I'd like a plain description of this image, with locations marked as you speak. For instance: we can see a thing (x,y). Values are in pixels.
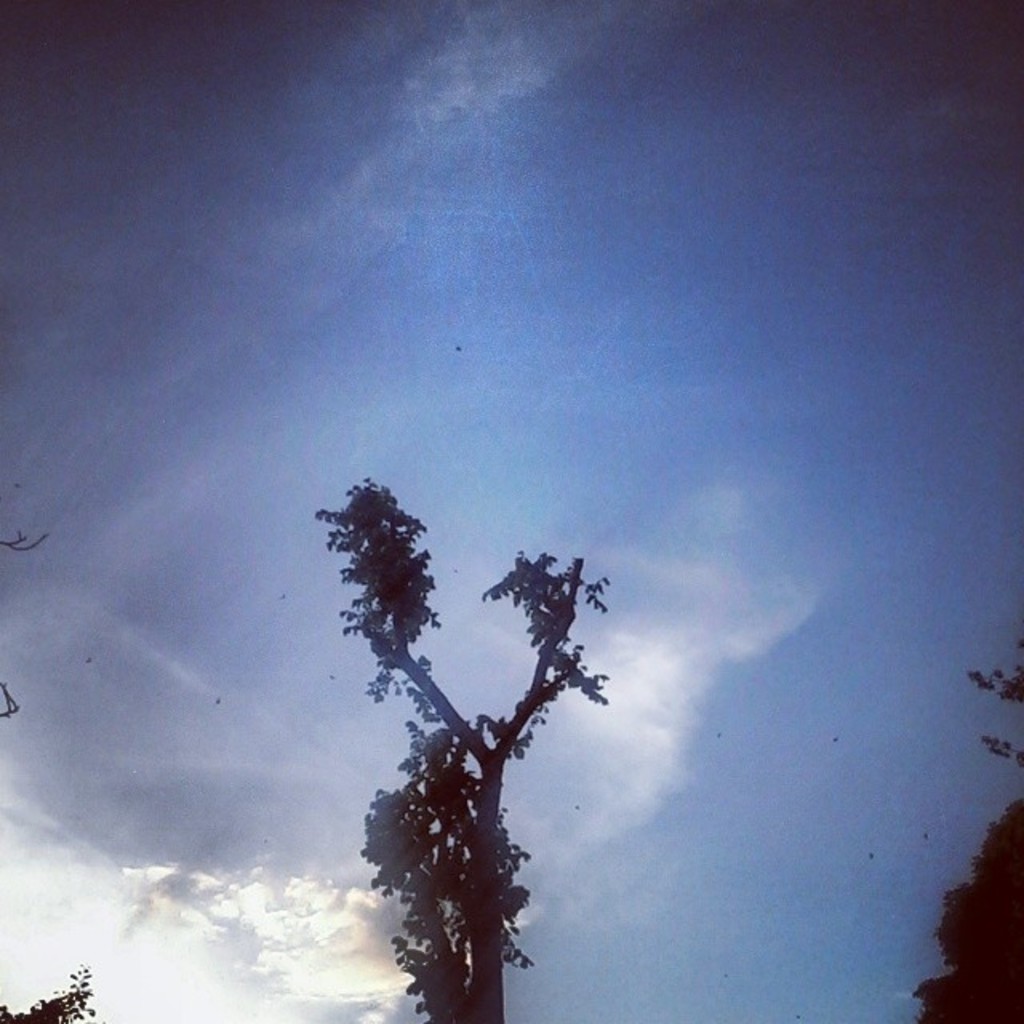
In this image we can see trees (419,525) and sky (730,716) with clouds (695,506).
